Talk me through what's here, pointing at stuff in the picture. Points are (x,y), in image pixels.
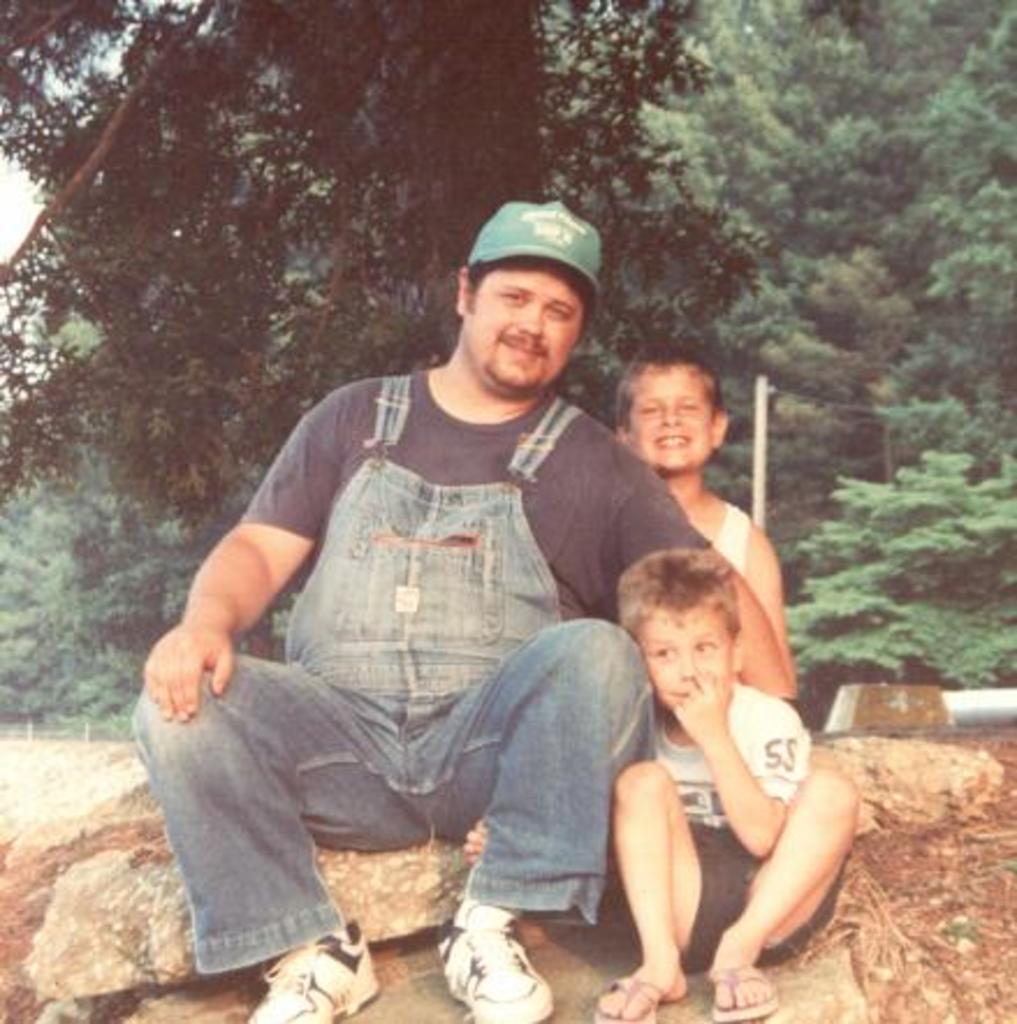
In this image I can see 3 people (565,805) sitting on the rocks (590,935). There are trees (941,248) at the back (127,250).
